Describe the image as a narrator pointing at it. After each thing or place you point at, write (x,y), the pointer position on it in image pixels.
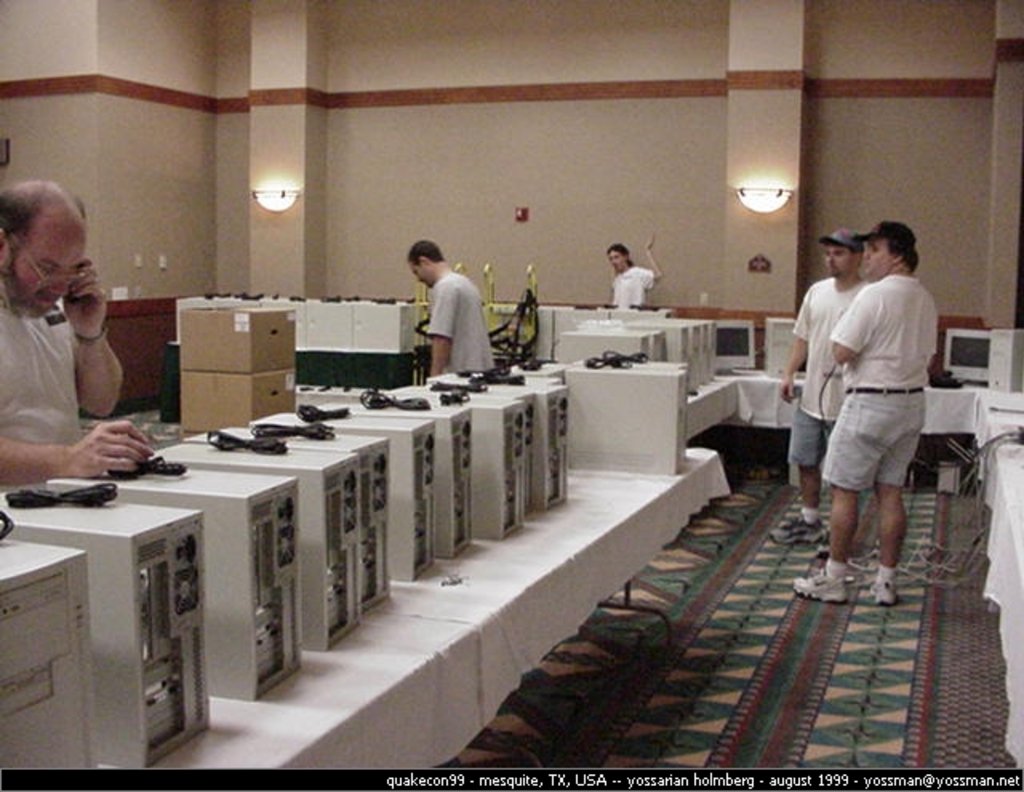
In this image there are tables (569,543). There are clothes (618,482) spread on the tables (565,526). There are boxes (272,372), cable wires (274,432), monitors (729,369) and CPUs (332,511) on the table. Beside the tables (751,377) there are a few people (842,377) standing. In the background (713,122) there is a wall (773,254). There are lamps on the wall (734,295).
